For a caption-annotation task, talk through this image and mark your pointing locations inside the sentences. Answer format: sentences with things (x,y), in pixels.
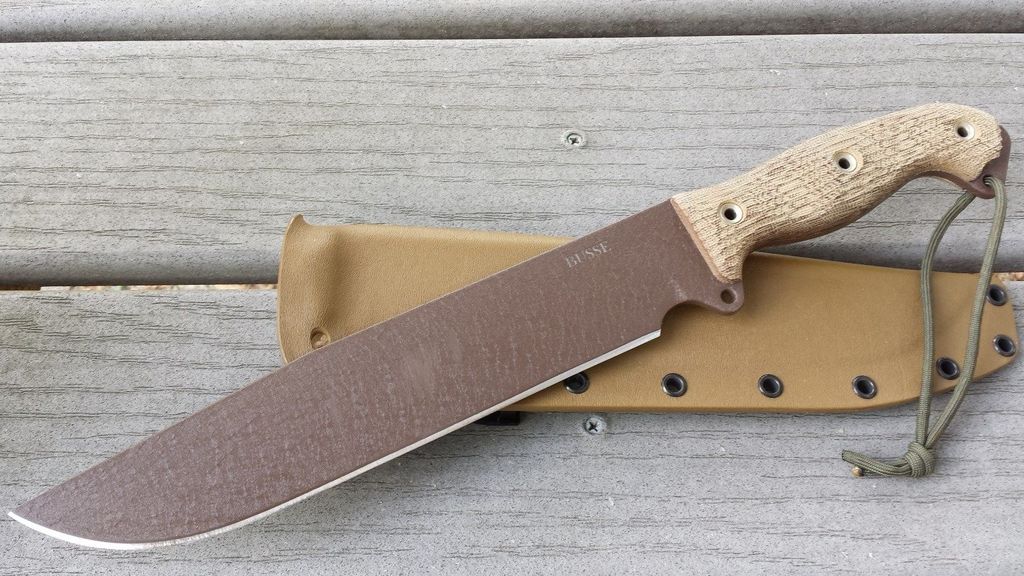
In the image there is a knife (407,369) kept on the knife cover (356,260) on a wooden surface (148,54).
